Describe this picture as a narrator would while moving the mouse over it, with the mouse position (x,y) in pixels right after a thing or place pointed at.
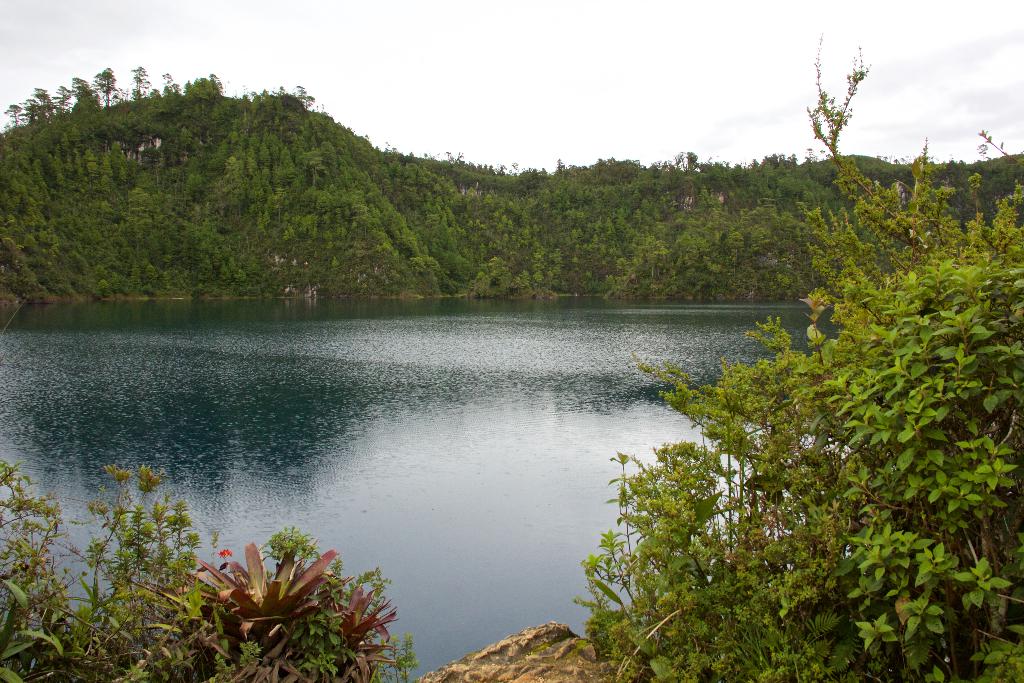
In this image there are trees (461,220), in the middle of the trees (654,500) there is a river (553,339). In the background (797,46) there is a sky (797,46).
